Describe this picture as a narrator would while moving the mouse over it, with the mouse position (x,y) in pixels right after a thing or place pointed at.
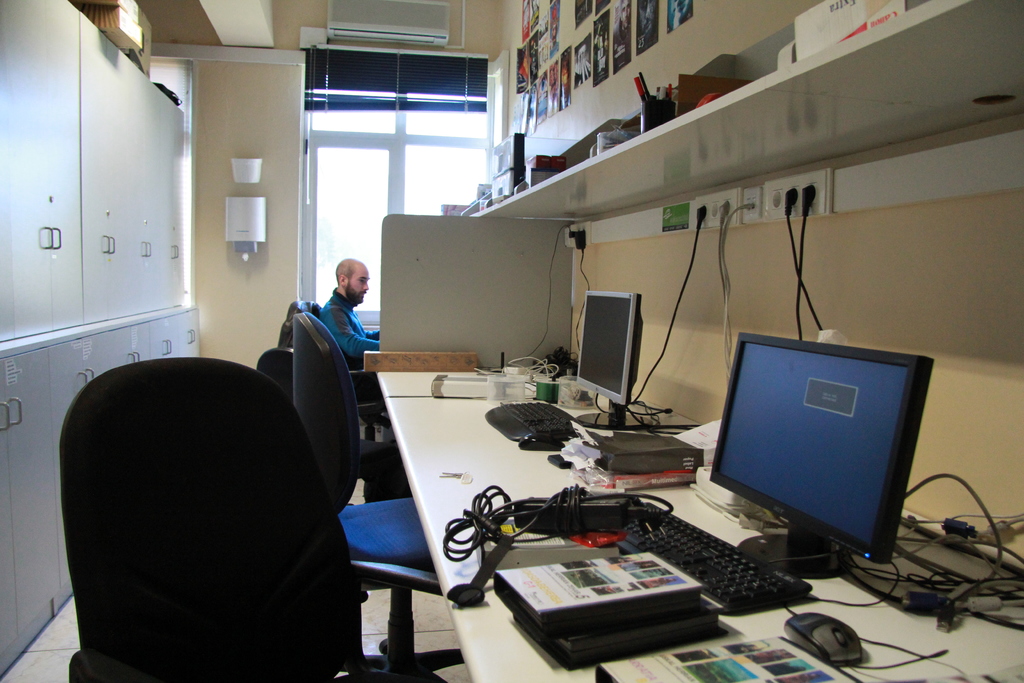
In this image I see the desktop (971,650) and there are monitors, keyboards (558,428), mouses (557,444) and many things (602,641) on it. I also see there are few cupboards (63,111), chairs (86,661), few photos (584,9) on the wall (513,98), window (475,164) and a man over here.
